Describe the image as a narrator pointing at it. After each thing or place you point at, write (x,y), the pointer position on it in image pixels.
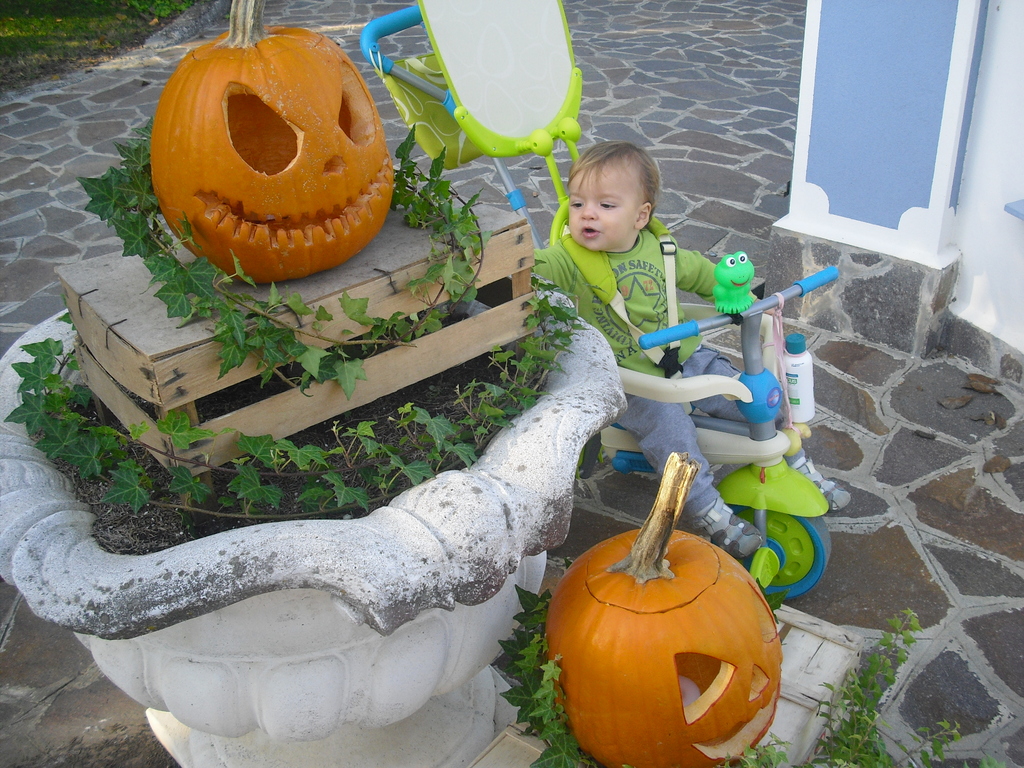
At the bottom of the picture (246,648), we see a planter (269,649) containing plant (279,516) in it. We see a wooden box (213,370) is placed in the planter (350,556). Carved pumpkin (327,227) is placed on that box (147,304). Beside that, we see another carved pumpkin (627,612). Beside that, we see a boy (620,258) in green T-shirt (627,290) is riding bicycle (750,390). On the right side (850,233), we see a wall (932,190) in white and blue color.
